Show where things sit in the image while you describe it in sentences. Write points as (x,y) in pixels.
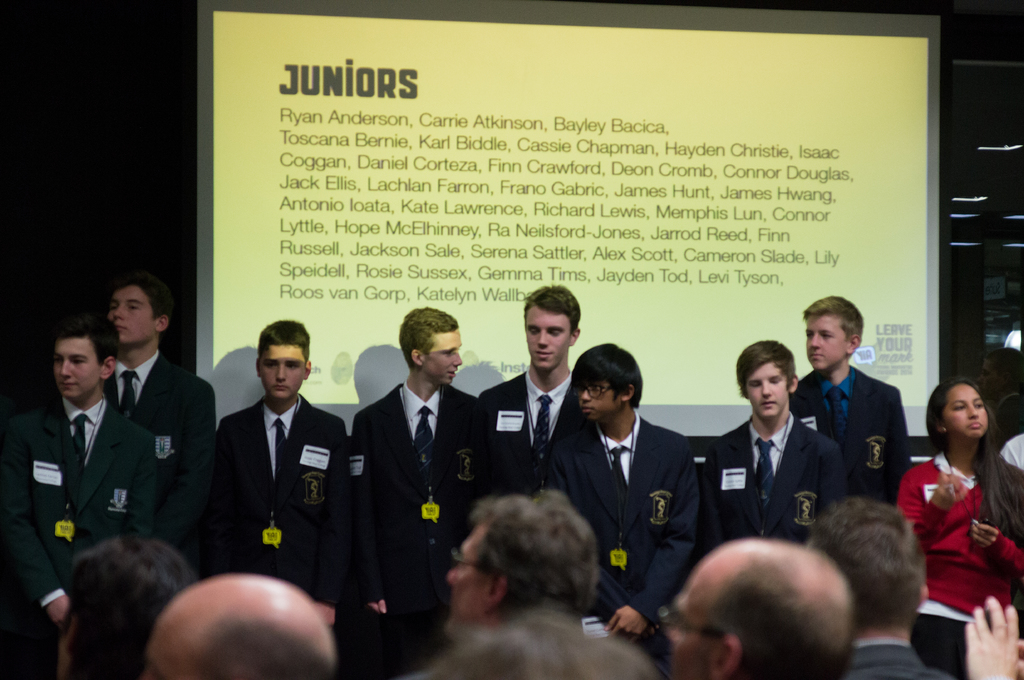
In this picture there are group of people (506,484) standing. At the back (759,326) there is a screen (679,213) and there is a text (613,210) on the screen (650,225). On the right side of the image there are lights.
